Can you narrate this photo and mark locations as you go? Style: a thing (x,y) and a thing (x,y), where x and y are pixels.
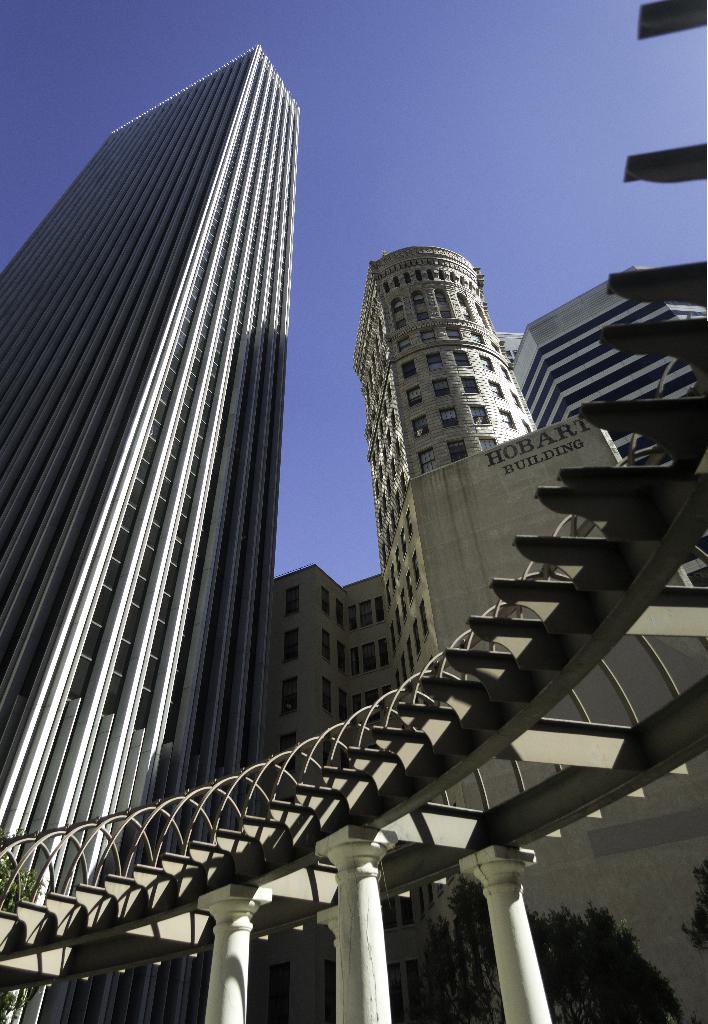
In this picture we can see pillars (351,986), trees (457,990), buildings (595,350) with windows (538,402) and in the background (417,81) we can see the sky (385,88).
